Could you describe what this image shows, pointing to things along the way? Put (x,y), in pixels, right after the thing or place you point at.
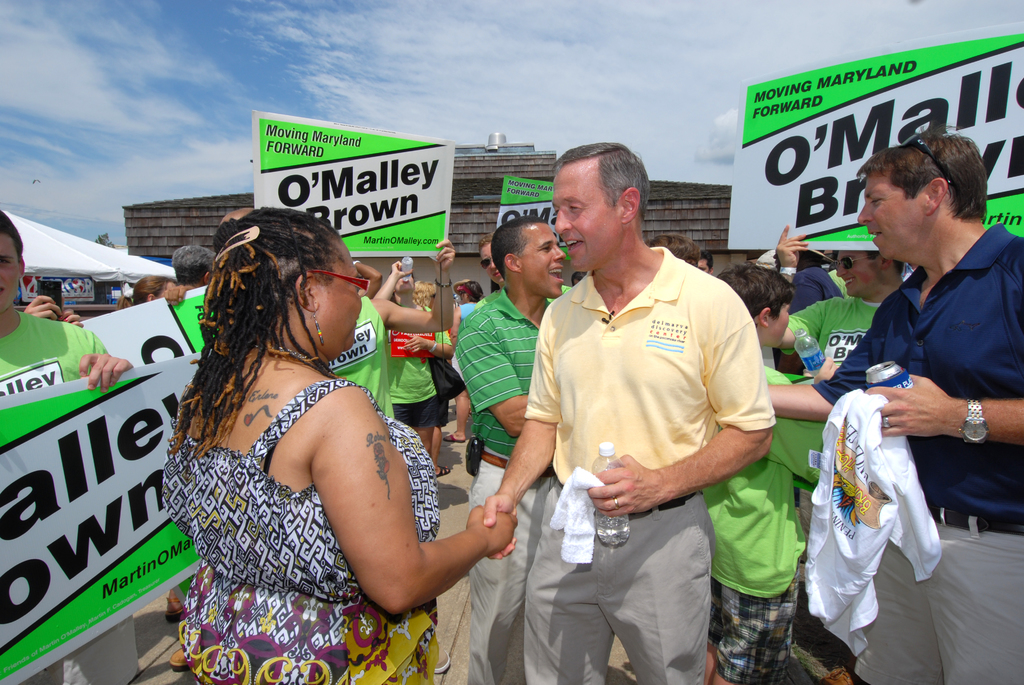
In this picture we can observe some people (361,416) standing. Most of them are wearing green color t-shirt (757,472) and holding white and green color boards (394,190) in their hands (106,362). There are men (47,327) and women (236,605) in this picture. We can observe white color tent (56,244) on the left side (69,252). In the background (172,227) there is a brown color building (483,186) and sky (255,77) with some clouds (457,48).
